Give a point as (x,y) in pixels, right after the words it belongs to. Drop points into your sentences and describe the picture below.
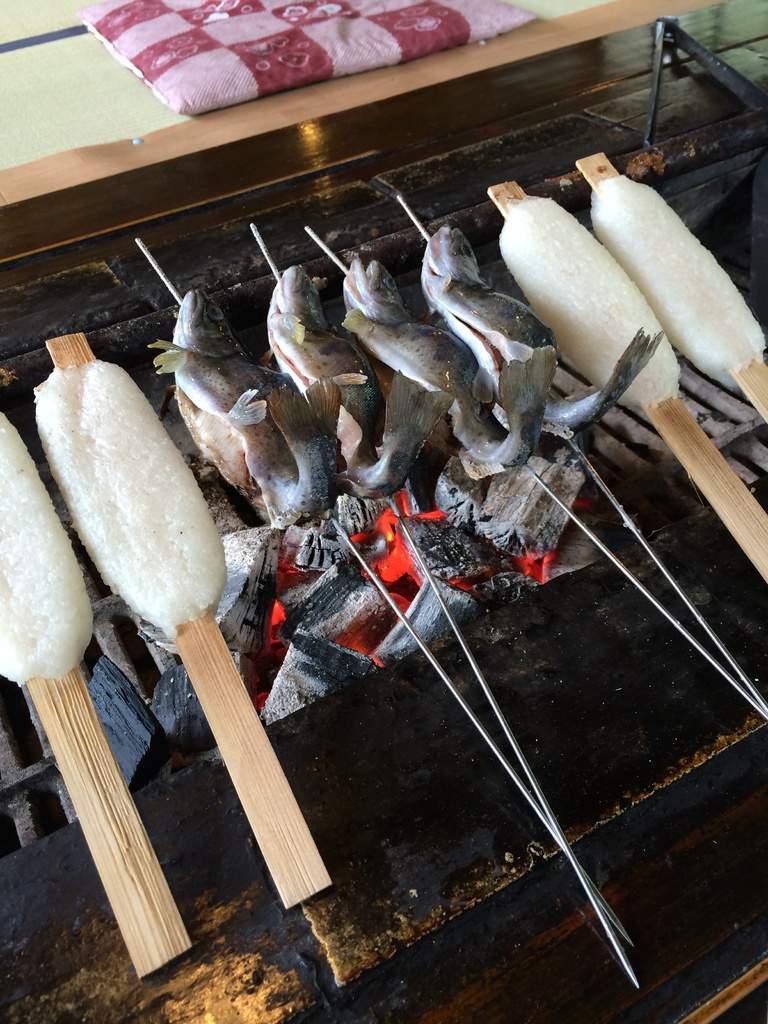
In the center of the image (384,343) we can see fish (402,299) and rice (20,604) placed on the grill (100,634).
